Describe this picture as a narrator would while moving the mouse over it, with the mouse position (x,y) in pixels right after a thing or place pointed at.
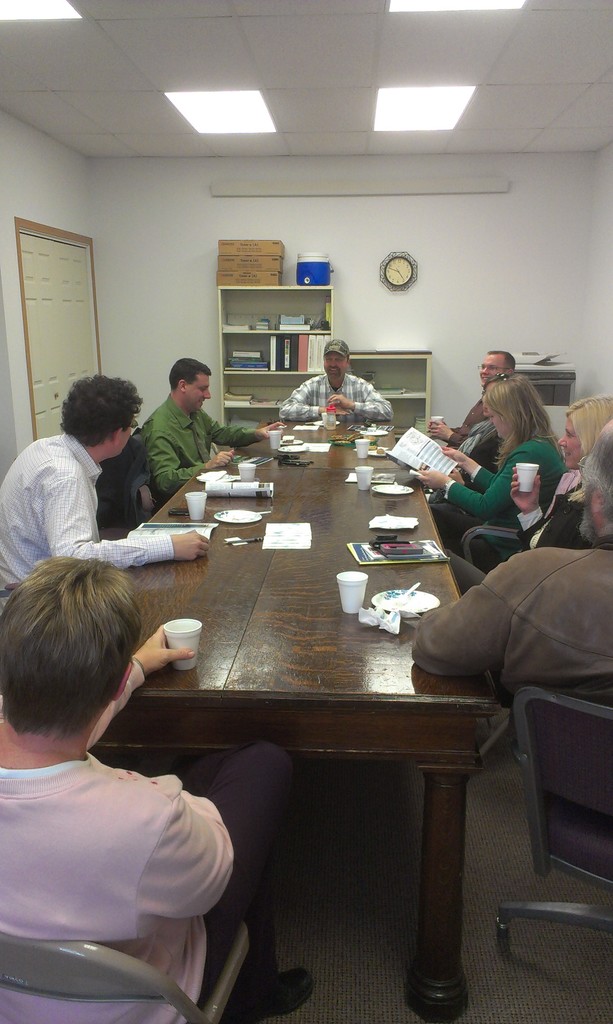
These persons (36,474) are sitting on a chairs (588,727). On this table (315,537) there are paper (274,526), plates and cups (368,483). A clock (400,257) on wall (375,210). On this rack (264,297) there are boxes (267,265) and can (310,276). This rack (224,409) is filled with files (281,355) and books (319,348). On top (389,98) there are lights (418,113). This woman (492,478) is holding a book (426,459). This man (64,649) is holding a cup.
